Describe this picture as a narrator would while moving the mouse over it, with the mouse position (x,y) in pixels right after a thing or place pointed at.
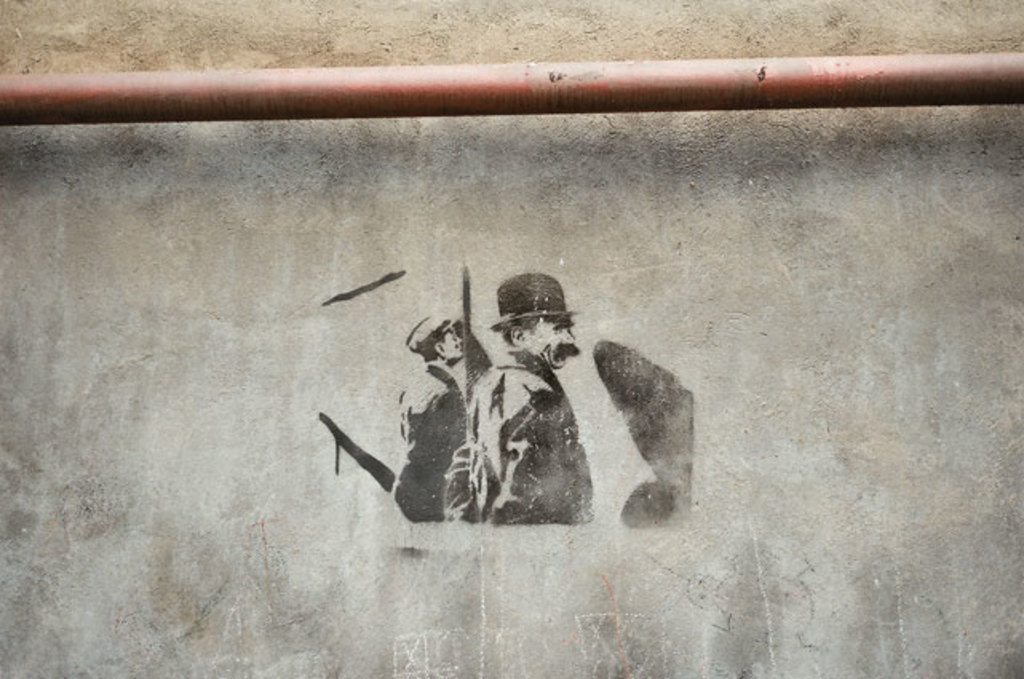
Here we can see picture (493,463) of persons (493,463) on the wall (496,201) and there is a rod (796,59).
